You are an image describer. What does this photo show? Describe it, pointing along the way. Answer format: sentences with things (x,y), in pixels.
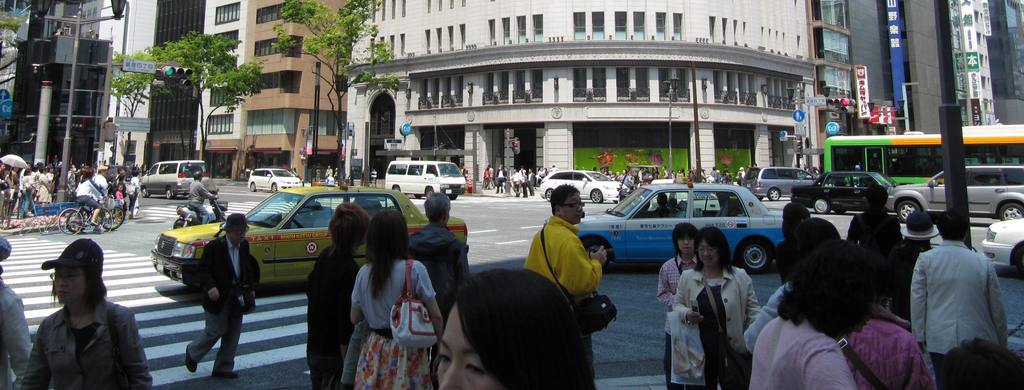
People (546,307) are standing. There are vehicles (171,167) on the road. There are trees (118,85), poles (954,87), traffic signals (177,69) and buildings (55,71).
